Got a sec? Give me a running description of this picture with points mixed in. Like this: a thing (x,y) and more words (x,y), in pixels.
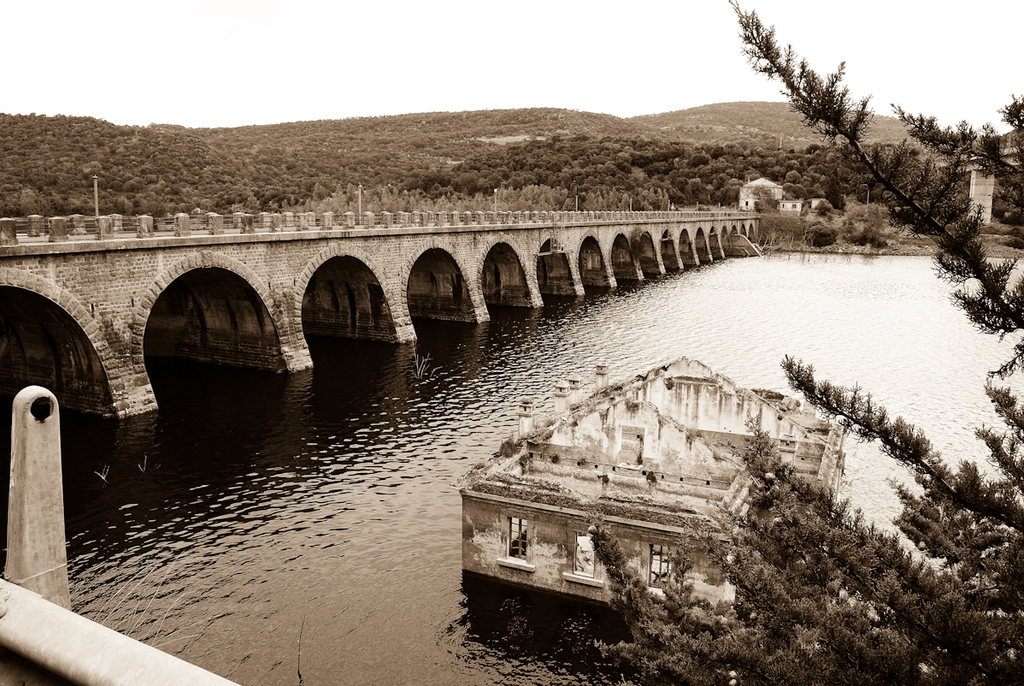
Here in this picture we can see a river (229,386) present over there, as we can see water (752,342) present all over there and in the middle of it we can see a building structure (650,520) present and on the left side (146,275) we can see a bridge (139,247) present over there and on the right side (769,603) and in the middle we can see trees (662,183) and plants (909,172) present all over there and in the far we can see mountains (20,170) fully covered with grass (229,174) and plants (107,166) present all over there.
